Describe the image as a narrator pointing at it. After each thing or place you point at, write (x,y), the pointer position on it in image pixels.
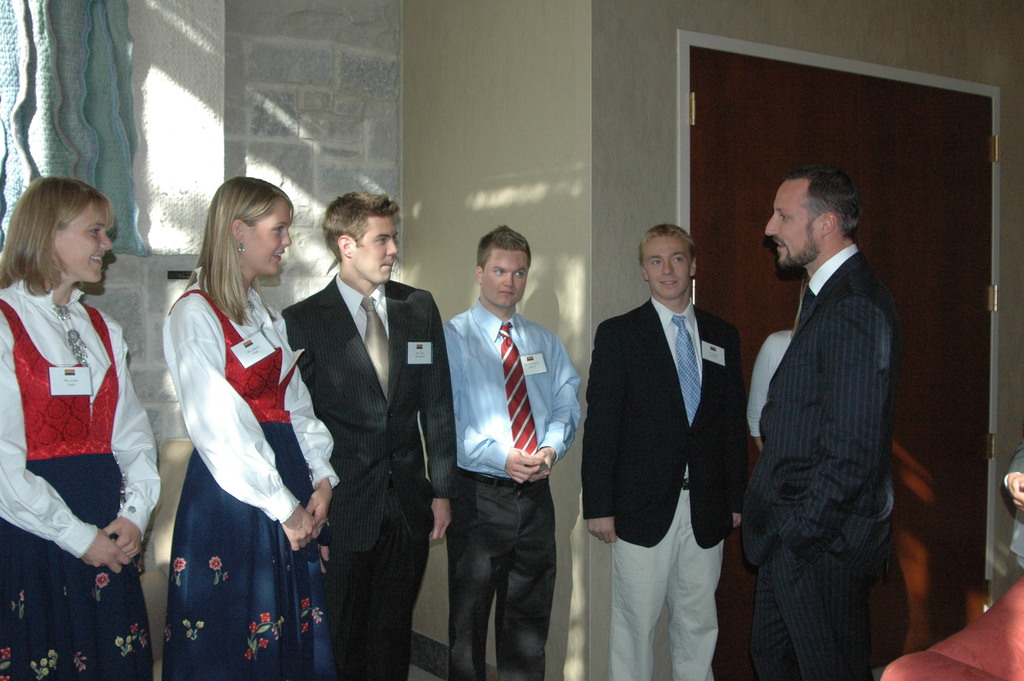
In this image I can see group of people (332,585) standing. There are walls (496,120) and there is a curtain (90,34). And in the bottom right corner (949,668) there is an object (932,668) and there is a person (1022,511).
